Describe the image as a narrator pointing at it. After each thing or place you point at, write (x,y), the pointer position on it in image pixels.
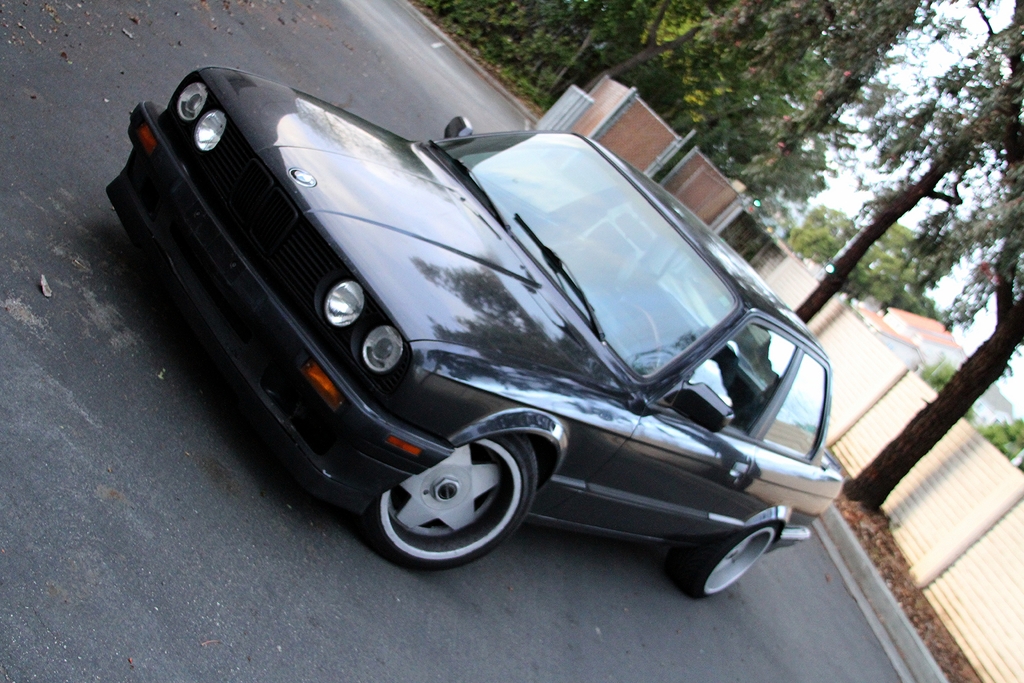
This is an outside view. Here I can see a car (349,416) on the road (229,577). On the right side (974,572) there is a wall (974,563). Beside the wall (928,458) there are two trees (906,443). In the background (876,290) there are few houses (877,316) and trees (725,73).
